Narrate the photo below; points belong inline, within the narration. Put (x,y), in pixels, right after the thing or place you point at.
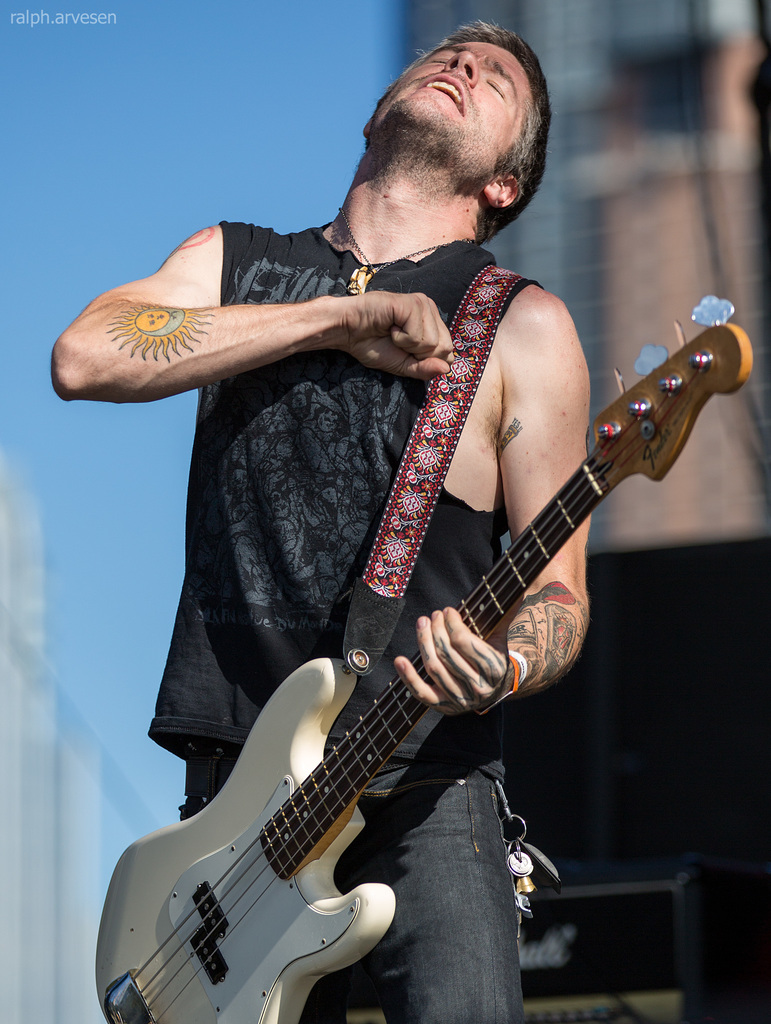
In this picture the man (79,395) and he is standing and singing, he is holding the guitar (142,860) with his left hand (495,679) and he kept his right hand (369,298) at his chest (417,432) there are some keys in his pocket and in the background (679,95) is a building (631,48) and the sky (146,155) is clear.
